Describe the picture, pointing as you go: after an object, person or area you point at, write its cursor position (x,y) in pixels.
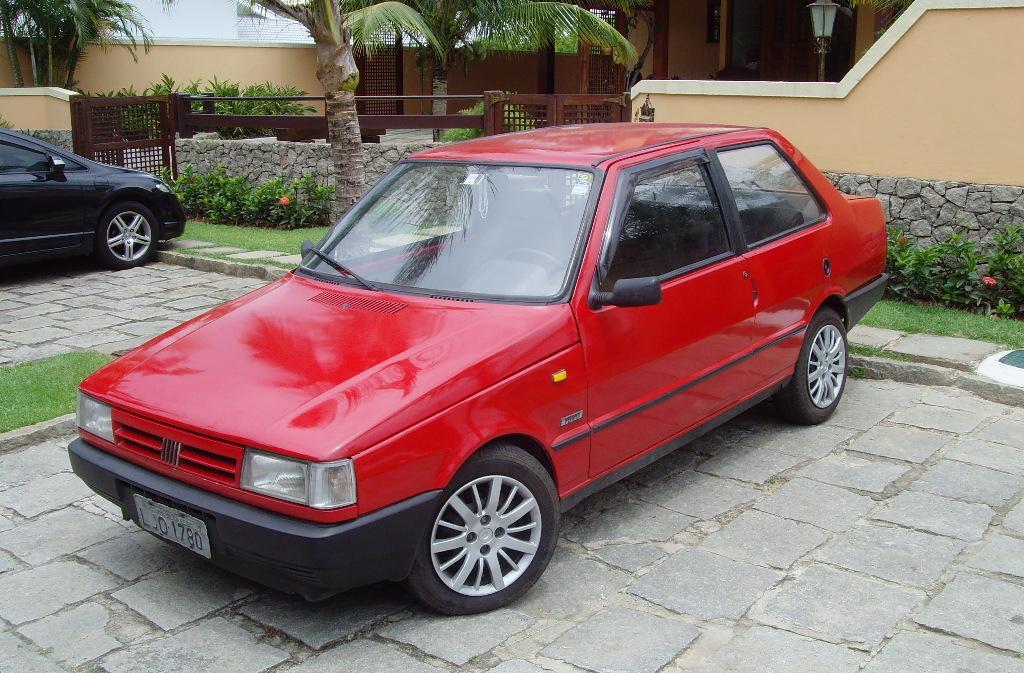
In the center of the image (525,262) there are cars (623,278). In the background (881,19) we can see a building (653,82) and trees (94,4). There is a fence (100,147).
